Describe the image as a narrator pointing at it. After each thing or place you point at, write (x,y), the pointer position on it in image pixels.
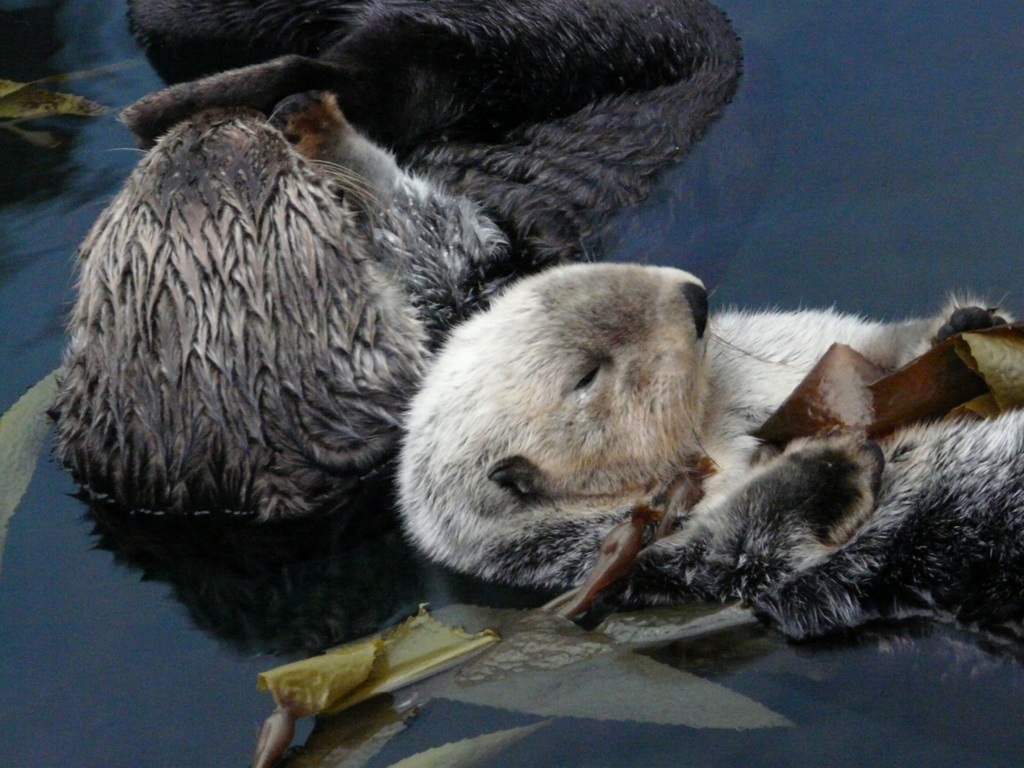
In the image there are two animals (496,354) floating on the water (316,575).
